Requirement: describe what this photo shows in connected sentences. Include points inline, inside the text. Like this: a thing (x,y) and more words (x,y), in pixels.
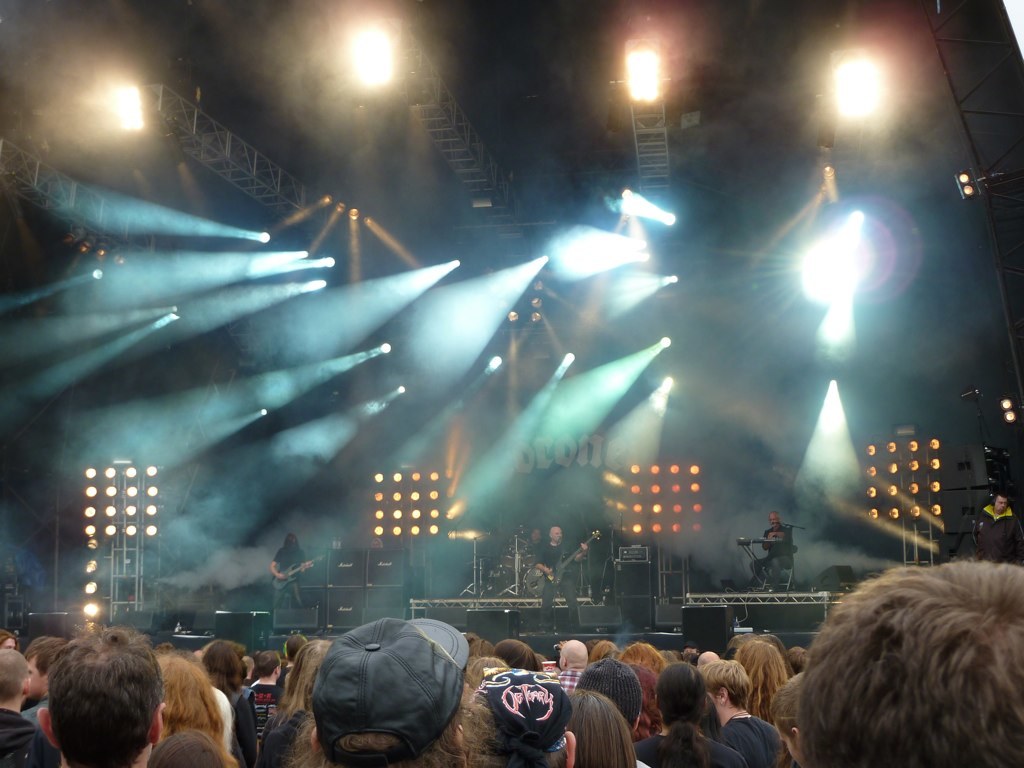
In this image I can see group of people (798,727), background I can see few persons (285,559) playing few musical instruments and I can also see few lights (877,516) and poles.
